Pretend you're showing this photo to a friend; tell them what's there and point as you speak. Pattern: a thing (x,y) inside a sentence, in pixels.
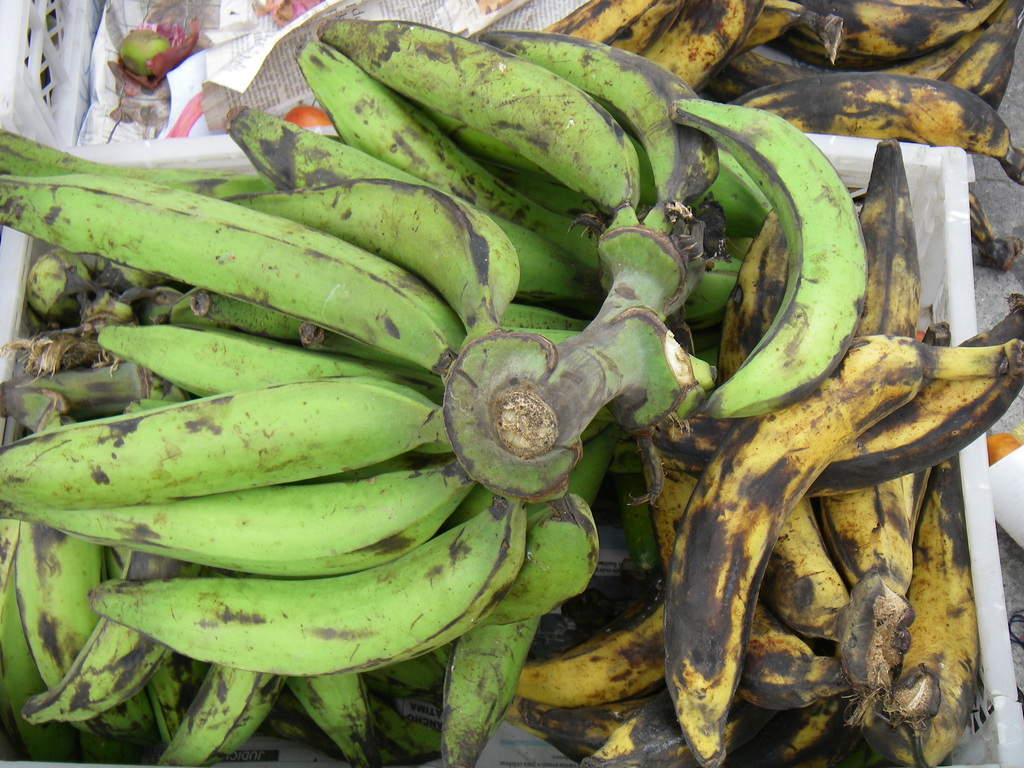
In the image we can see ripe and unripe bananas (370,481) kept in the container (1006,635).
